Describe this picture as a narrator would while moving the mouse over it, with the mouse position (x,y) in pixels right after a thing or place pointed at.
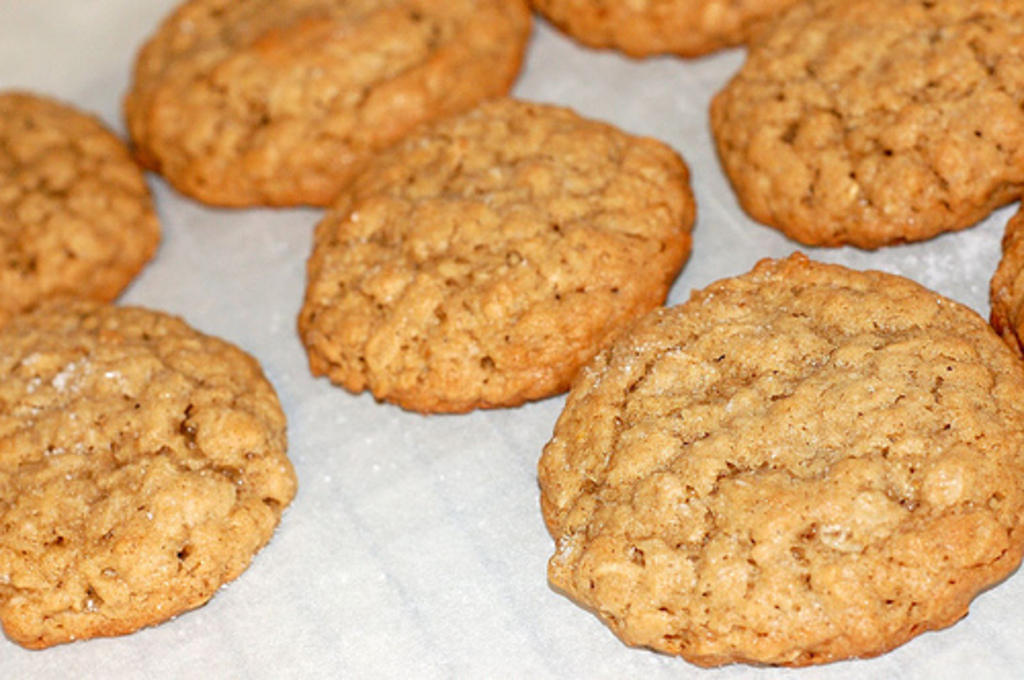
In this picture we can see cookies (787,295) on a white surface (299,243).
